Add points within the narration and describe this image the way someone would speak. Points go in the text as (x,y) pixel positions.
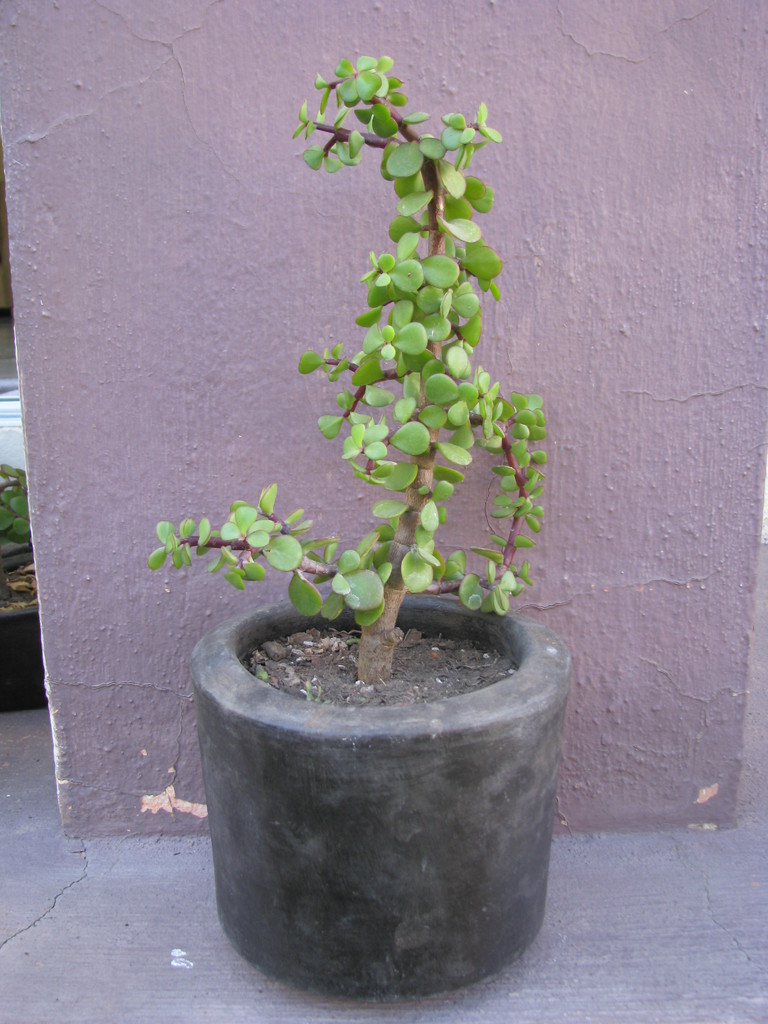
In this image I can see a houseplant (386,849) on the floor (194,905). In the background (763,759) I can see a wall (303,380). This image is taken during a day outside the house (198,820).
